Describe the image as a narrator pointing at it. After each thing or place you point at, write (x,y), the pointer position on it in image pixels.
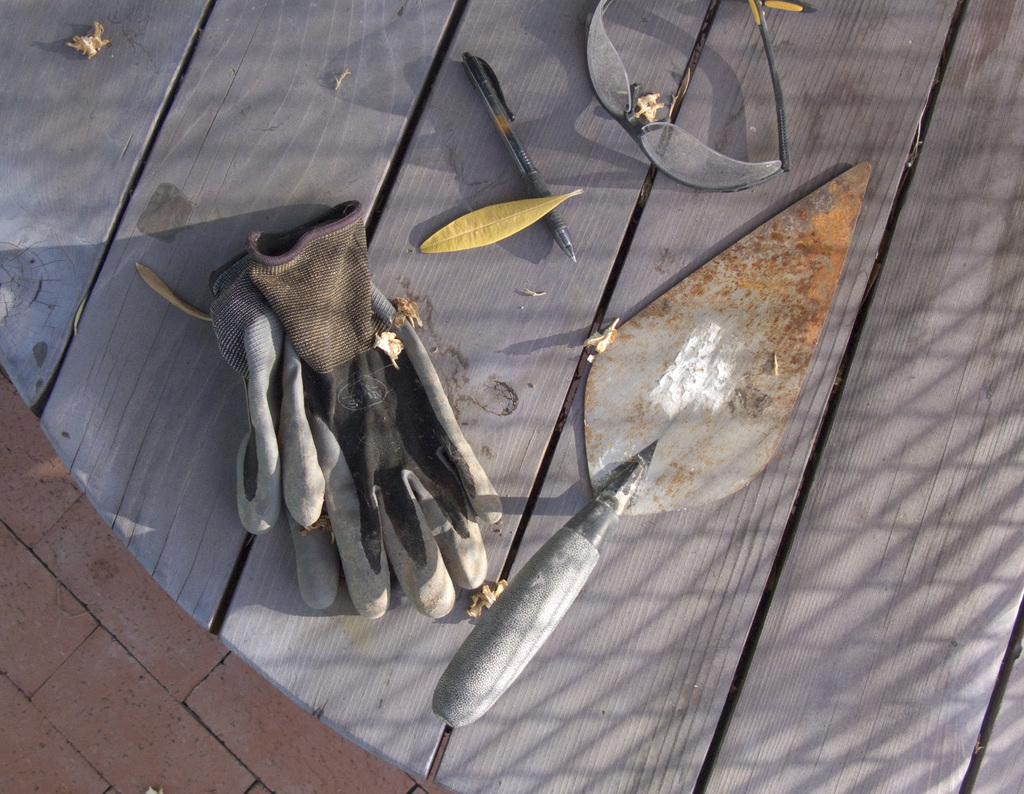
In this picture I can observe gloves (377,371), pen (564,232), spectacles (595,77) and trowel (662,398) placed on the wooden surface (206,10). I can observe leaves (532,215) on the surface (633,199).
